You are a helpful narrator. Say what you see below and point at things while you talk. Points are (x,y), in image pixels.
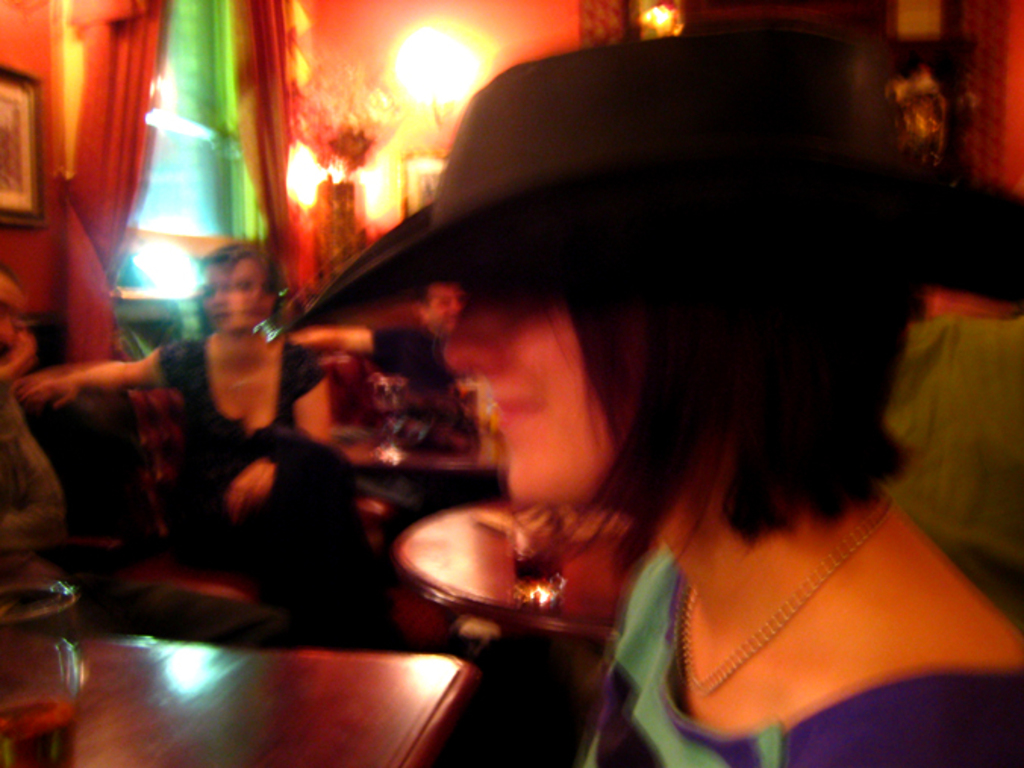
In front of the image there is a person (516,345) wearing a hat (560,235), in front of the person (574,446) there is a glass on the table (286,747), beside the person (606,443) there are a few people (293,377) sitting on the couches (79,399), in front of them there are some glasses (552,589) and other objects (526,600) on the tables (427,456), behind them on the walls (11,232) there are photo frames (16,142), glass windows (166,102), curtains (135,131) and lamps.
